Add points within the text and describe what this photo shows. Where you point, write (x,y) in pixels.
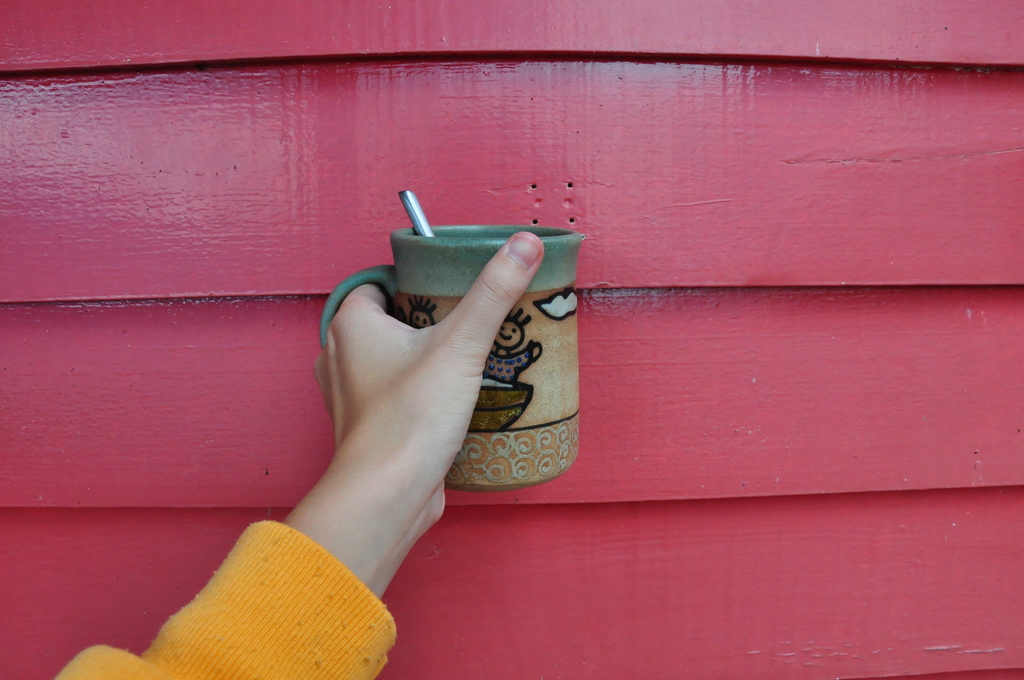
In this picture I can see there is a person (421,433) holding a coffee mug (486,390) and wearing a yellow sweater (319,653). In the backdrop (159,497) there is a pink wall (659,325).
